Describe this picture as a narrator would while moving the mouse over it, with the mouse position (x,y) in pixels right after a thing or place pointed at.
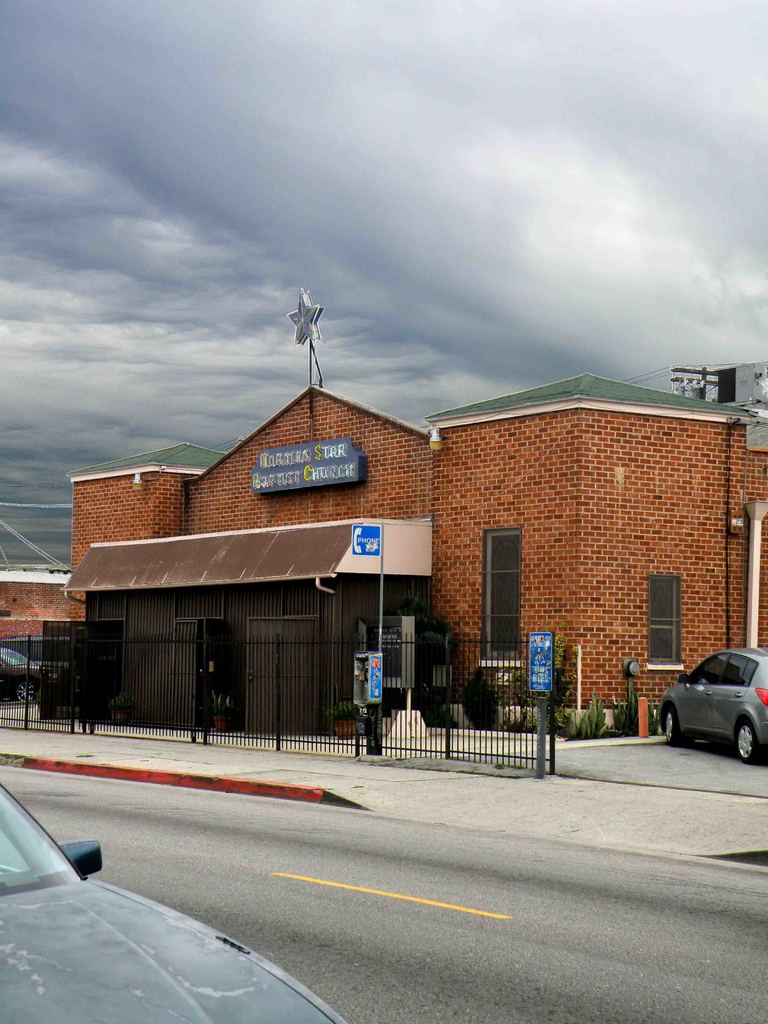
In this image we can see road (229,928), two vehicles (301,1011) and in the background of the image (27,677) there is footpath (539,789), fencing (350,683), house (352,610) and top of the image (392,246) there is cloudy sky (352,228).
